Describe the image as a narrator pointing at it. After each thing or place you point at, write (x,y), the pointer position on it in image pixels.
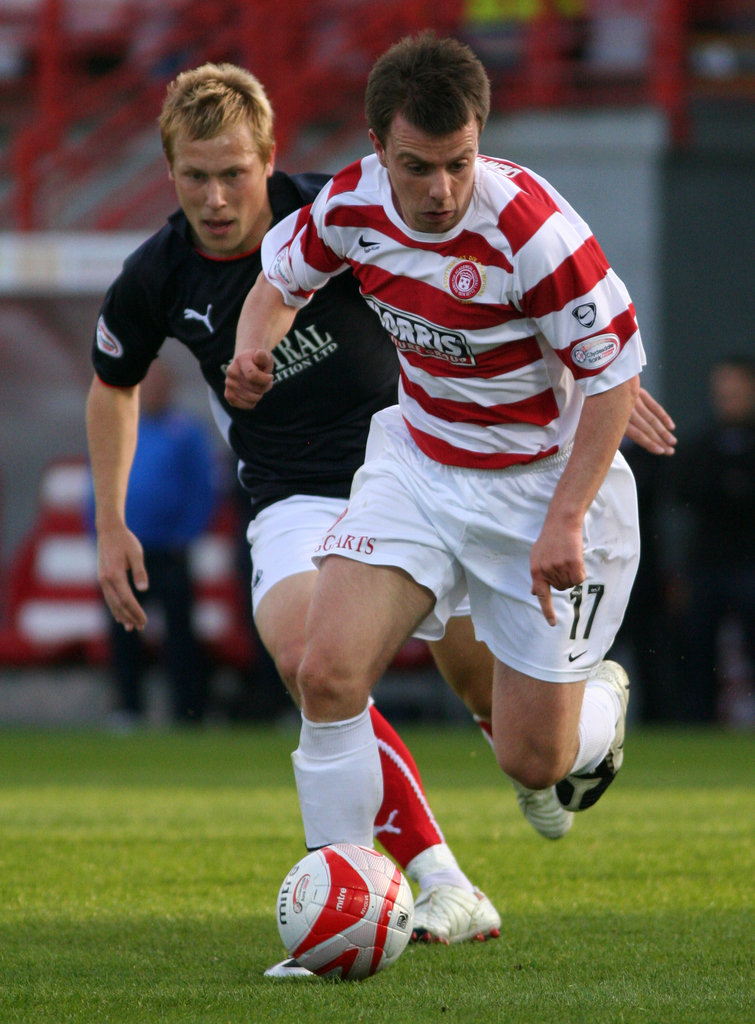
In this image there are two players (298,389) who are playing the football (368,933) by kicking the ball (352,895). At the bottom (97,868) there is a ground (87,760) at the back side (94,244) there is a stadium (98,153).
